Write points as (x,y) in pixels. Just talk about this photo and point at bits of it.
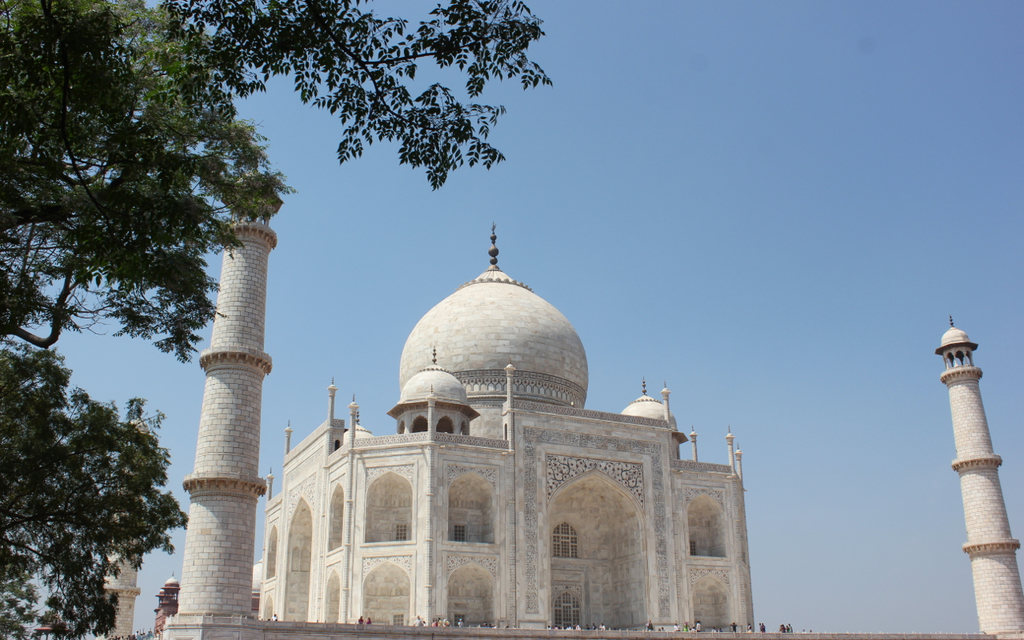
In this picture we can see a Taj Mahal (280,541), trees (87,398) and a group of people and in the background (715,207) we can see the sky (825,249).
